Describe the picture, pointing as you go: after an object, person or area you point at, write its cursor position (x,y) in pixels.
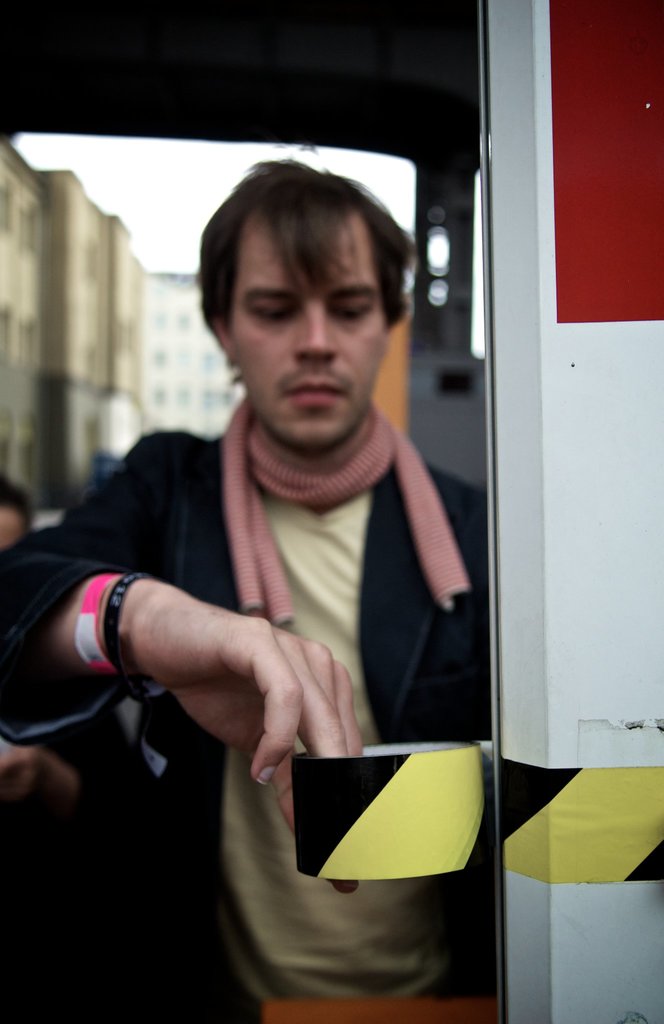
In this image we can see one man (421,916) standing and holding one object (474,775) in a vehicle (584,374). There is another person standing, some buildings (124,350) backside of the man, one object (520,794) on the surface (595,937) and at the top (173,229) there is the sky (177,229).
